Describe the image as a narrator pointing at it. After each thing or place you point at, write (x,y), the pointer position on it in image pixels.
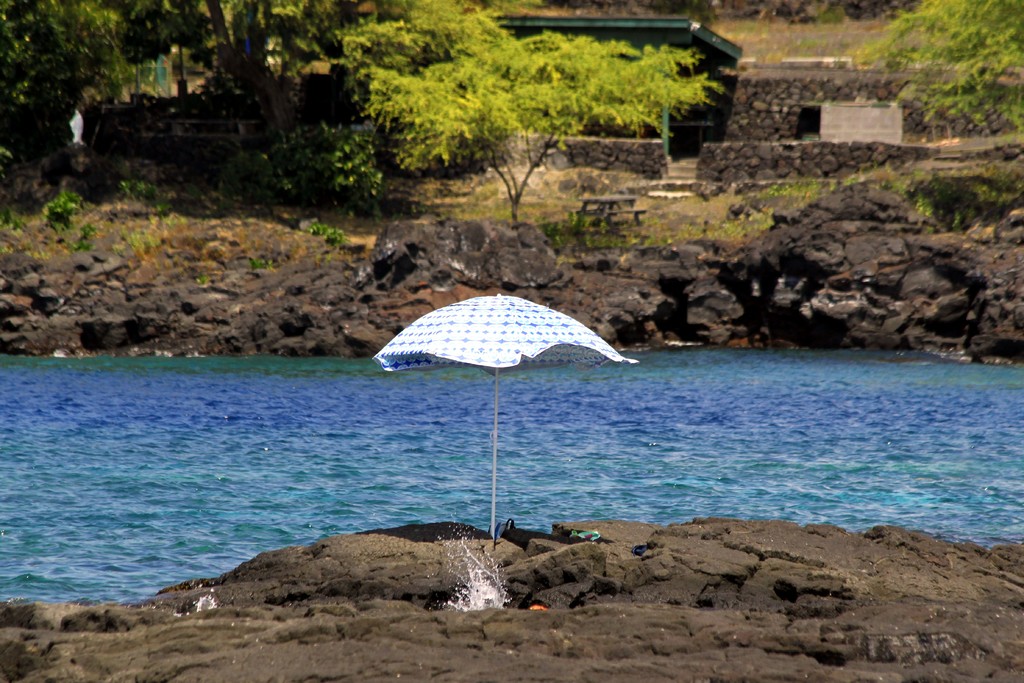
In the image there is a river (243,437) and on the either side of the river (336,531) there is a rock surface (532,658), there is an umbrella (499,345) in between the rocks (469,548), in the background (472,119) there are few trees (472,119).
